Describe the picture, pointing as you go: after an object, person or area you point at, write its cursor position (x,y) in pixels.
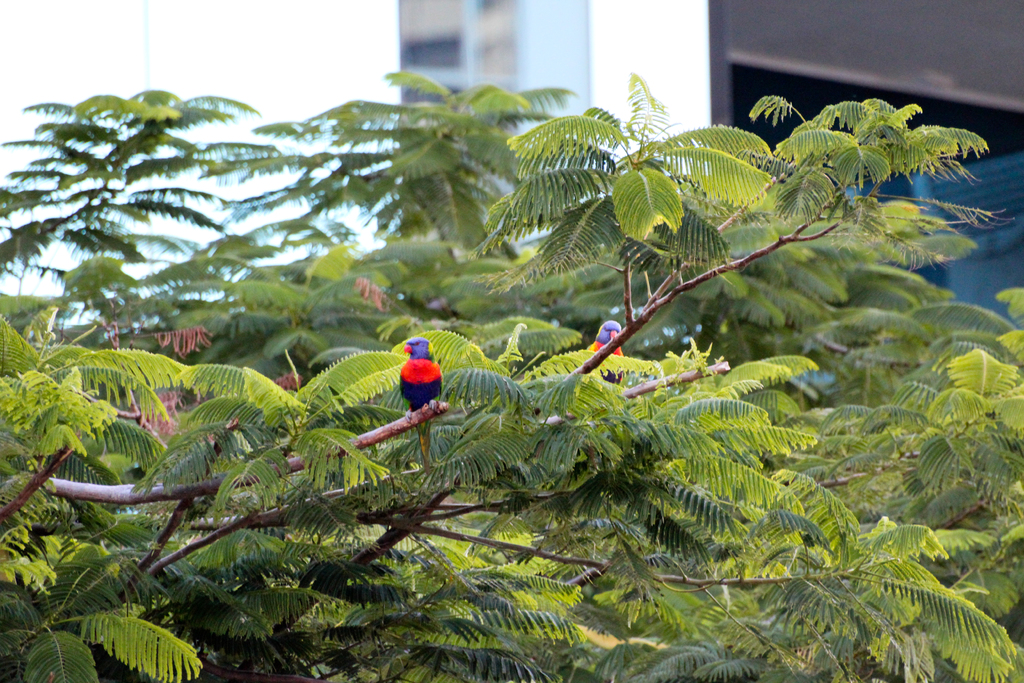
There are two birds (405,387) standing on the branches (652,382) of a tree (609,387) and there is a building (742,83) in the background (609,74).
